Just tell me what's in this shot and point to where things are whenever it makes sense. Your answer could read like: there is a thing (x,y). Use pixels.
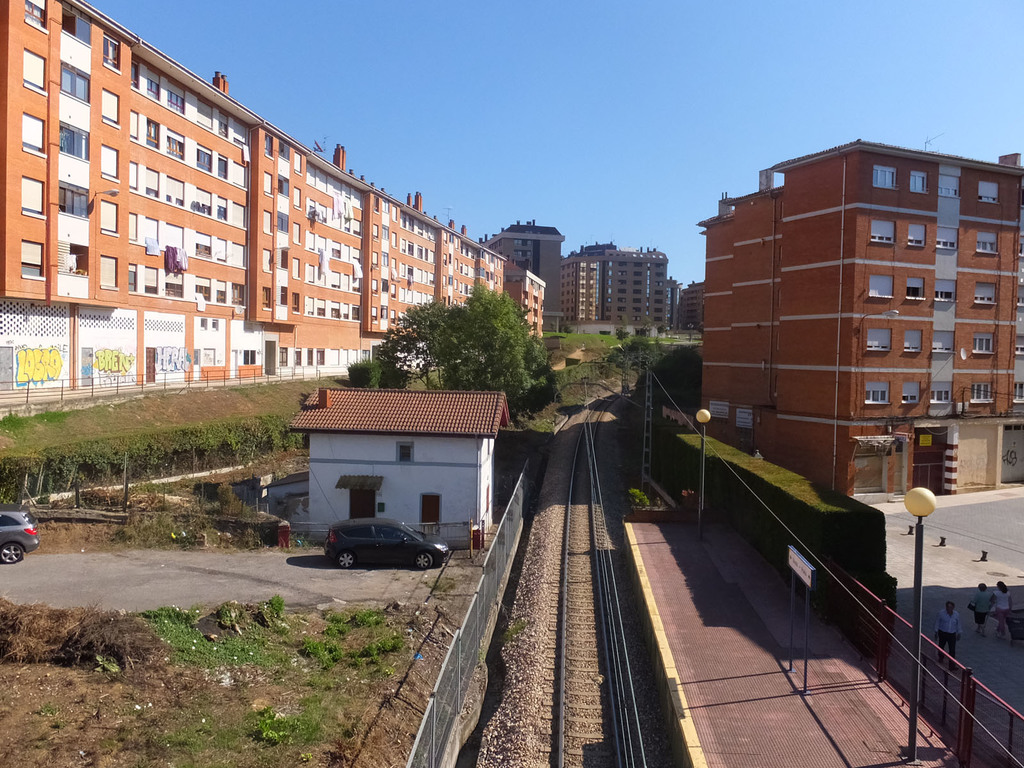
In this image we can see sky (492,229), buildings (361,229), fences (245,373), trees (433,331), ground (36,416), motor vehicles (394,531) on the road (358,564), railway track (566,696), street poles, street lights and persons (953,630) walking on the road (987,532).
